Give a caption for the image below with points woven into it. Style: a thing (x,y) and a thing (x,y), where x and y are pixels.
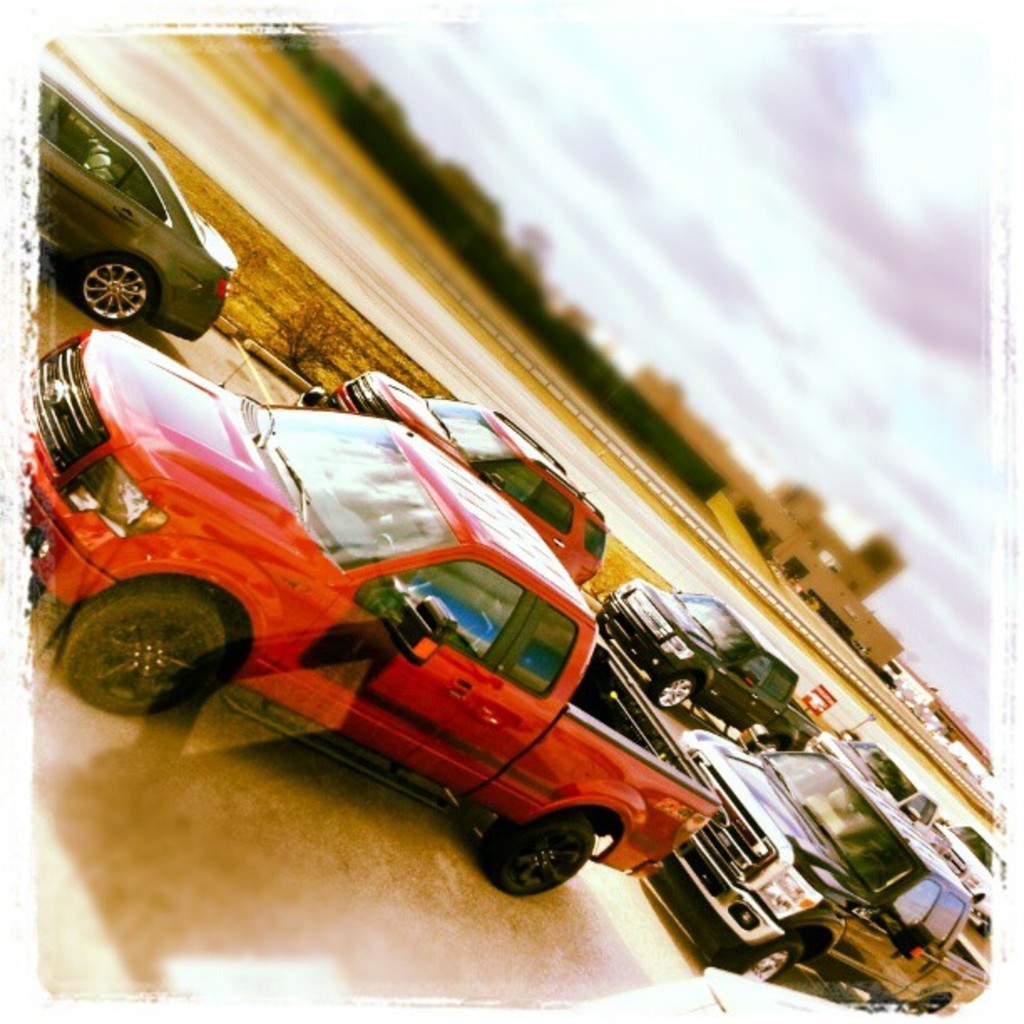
In this image there is the sky (772,223), there are buildings (957,726), there are plants (312,338), there is the road (290,189), there are vehicles (518,650) truncated, there is a board (823,699).
